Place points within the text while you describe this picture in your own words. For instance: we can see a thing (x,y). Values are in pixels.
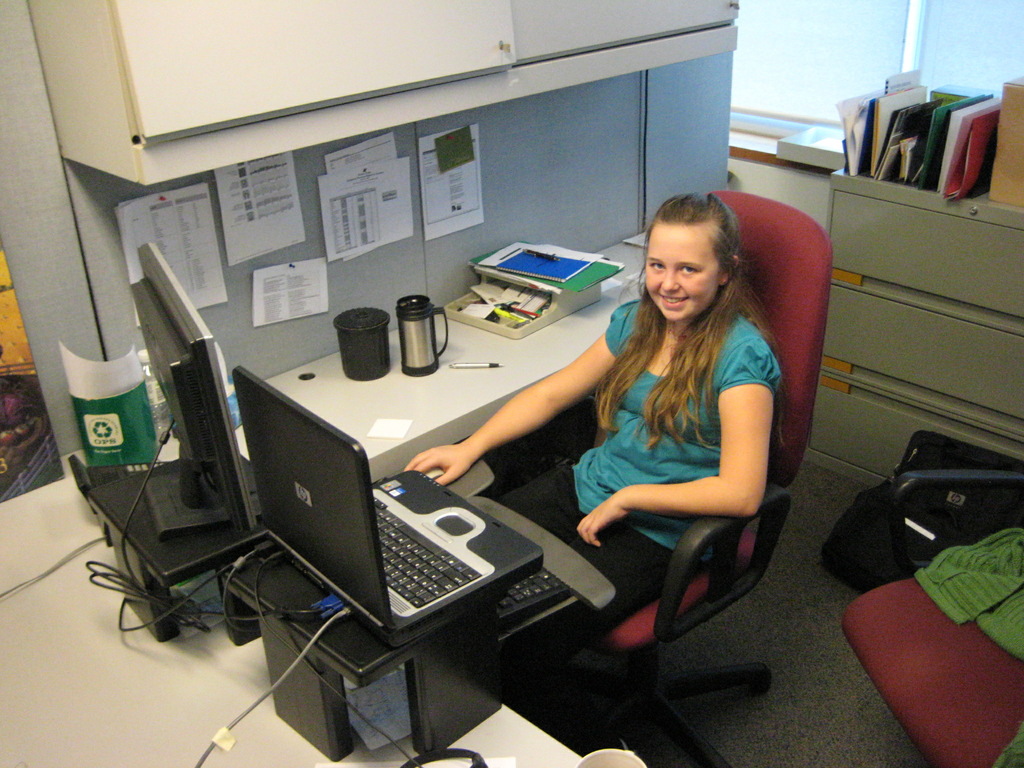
This picture shows a girl (626,586) seated on the chair (795,276) and we see a laptop (437,492) and a computer (203,354) and a box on the table (376,383) and we see few books (889,144) and a backpack (1010,524).
